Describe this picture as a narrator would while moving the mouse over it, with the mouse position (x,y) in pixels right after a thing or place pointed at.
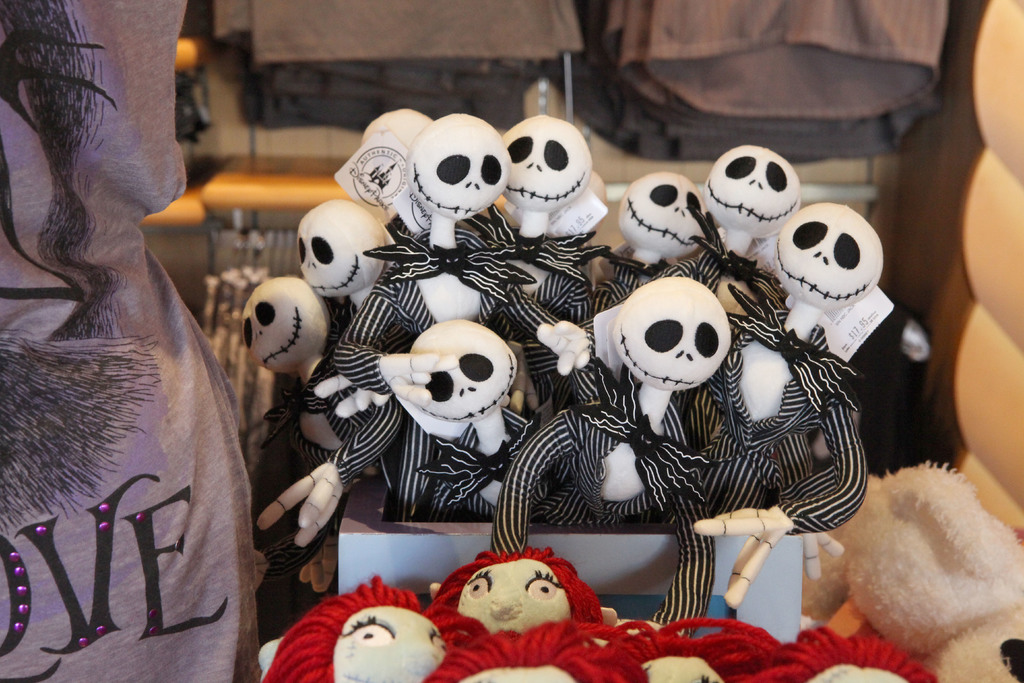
In this picture we can see few toys (611,445) in the box (653,527) and we can find blurry background (274,165).
